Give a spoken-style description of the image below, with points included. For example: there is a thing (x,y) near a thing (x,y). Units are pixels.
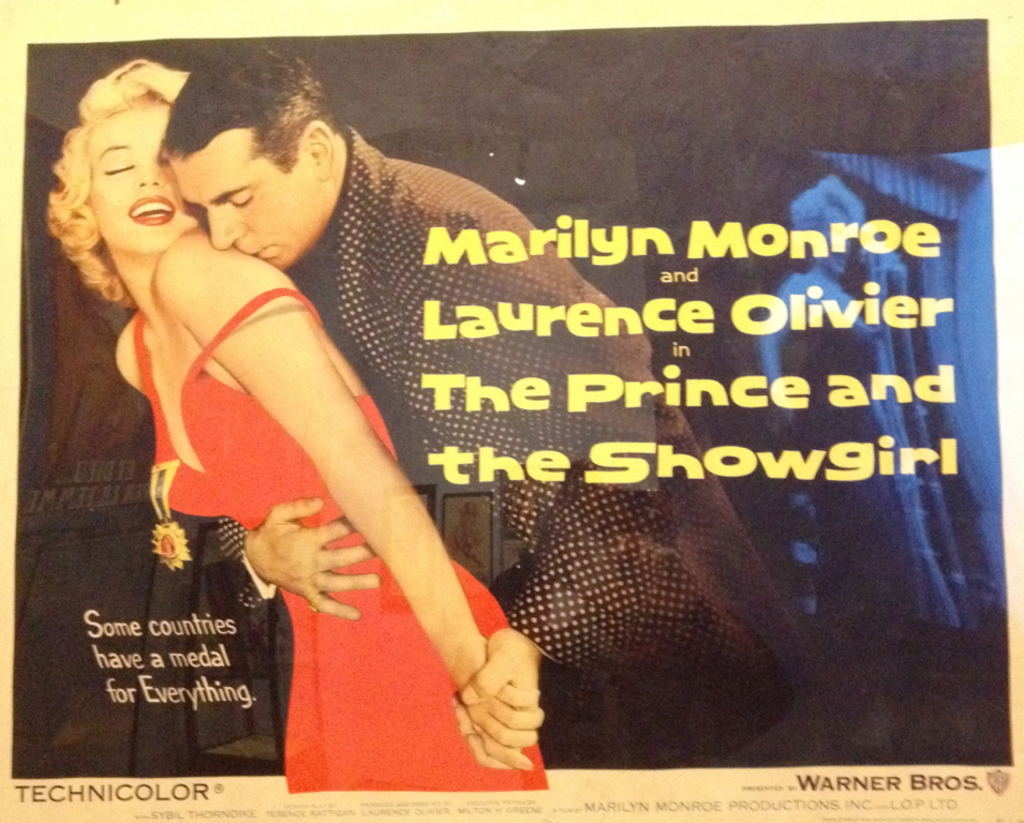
In the picture there is a poster (541,392), on the poster (604,392) there is a man (562,413) and a woman (386,601) present, there is some text (527,392) present.
